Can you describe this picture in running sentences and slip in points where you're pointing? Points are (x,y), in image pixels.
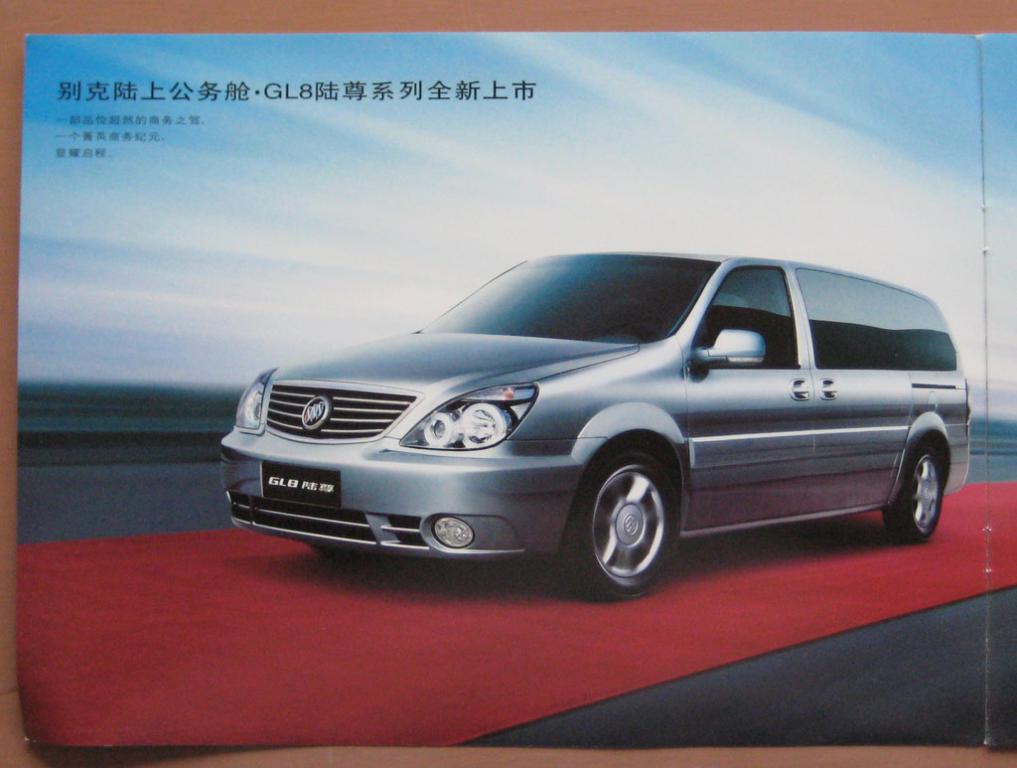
In this picture there is a poster (524,209). On the poster (499,302) there is a picture (910,345) of a car (864,363) on the red carpet (250,683) and there is a road (969,643). At the top (274,131) there is sky (242,143) and there are clouds (879,175) and there is text (332,81). At the bottom of the poster (844,49) there is a brown background (56,17).
